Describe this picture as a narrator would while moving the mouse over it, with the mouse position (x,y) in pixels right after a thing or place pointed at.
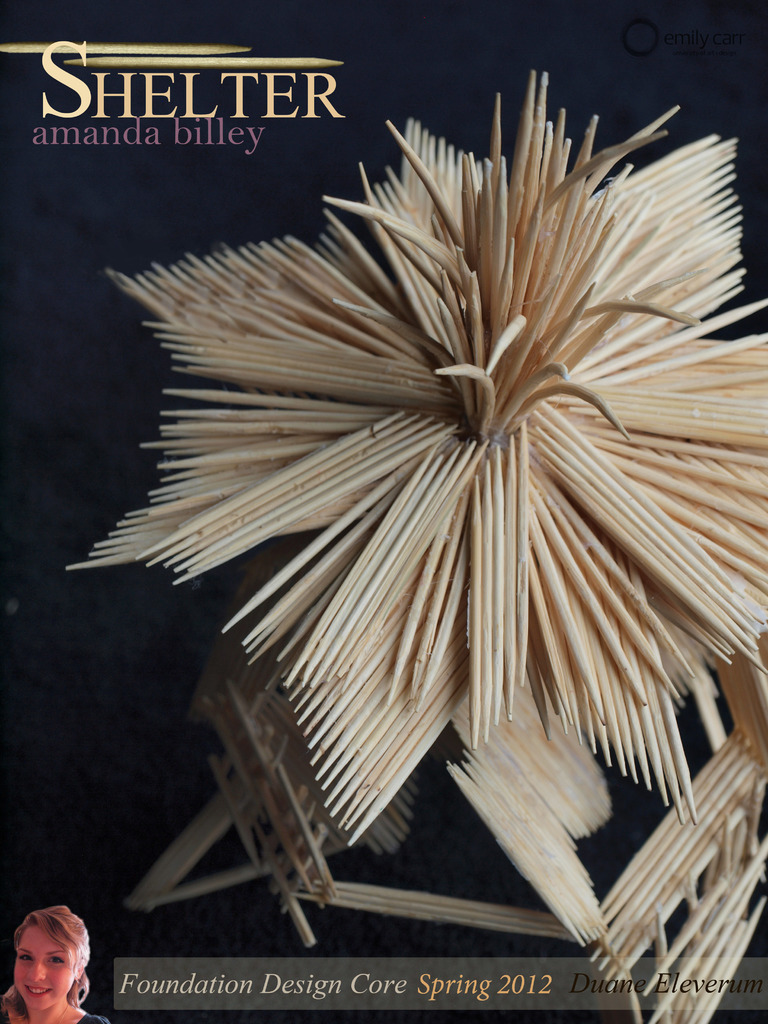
In this image there is a poster (253,646) with some images (269,667) and text (42,137) on it.
